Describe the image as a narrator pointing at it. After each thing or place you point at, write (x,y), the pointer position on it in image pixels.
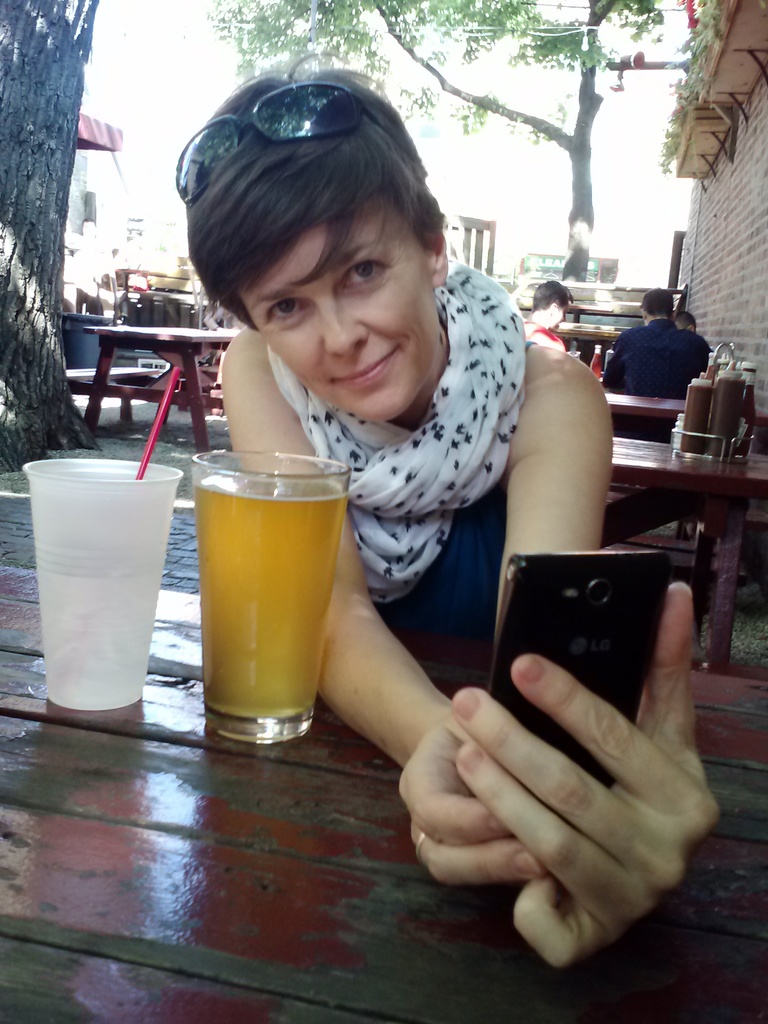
In the picture we can find a woman (543,539) sitting on a chair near the table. On the table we can find two glasses (112,687) one is with straw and another is with juice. And she is holding a mobile phone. and in the background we can find some people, tables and chairs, sky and trees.
